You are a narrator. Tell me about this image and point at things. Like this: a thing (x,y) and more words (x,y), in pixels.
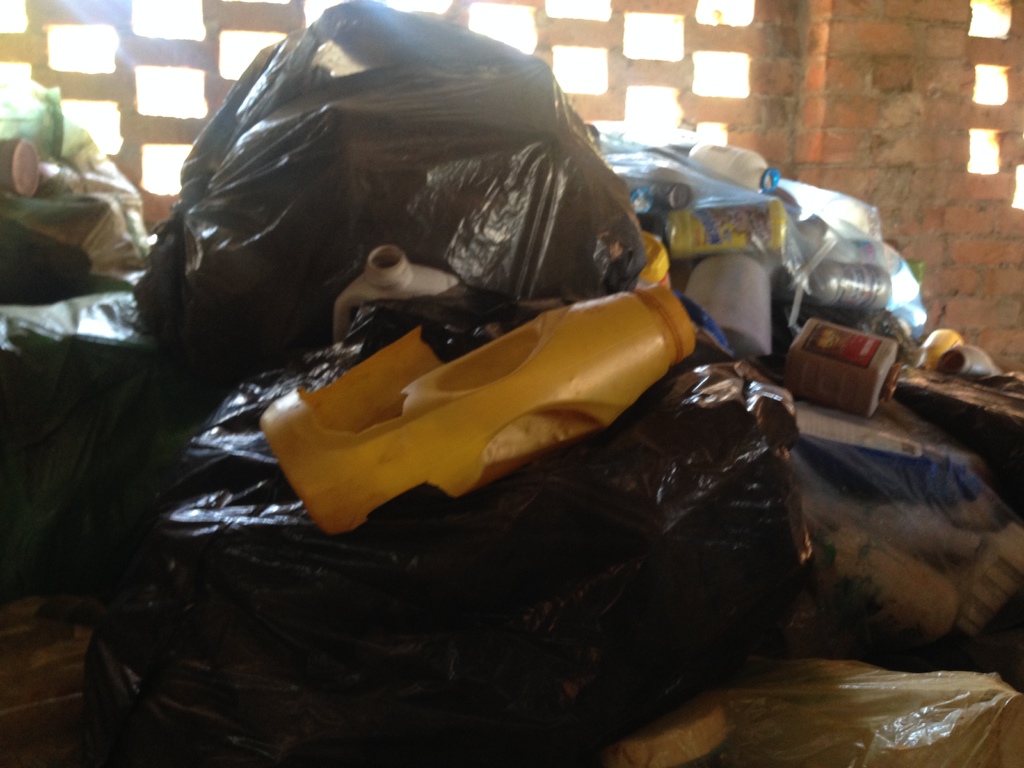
In the background (726,134) we can see the brick wall (928,116) and there are gaps (718,79). In this picture we can see black polythene covers (650,442), bottles (764,293) and few other objects (853,365).
